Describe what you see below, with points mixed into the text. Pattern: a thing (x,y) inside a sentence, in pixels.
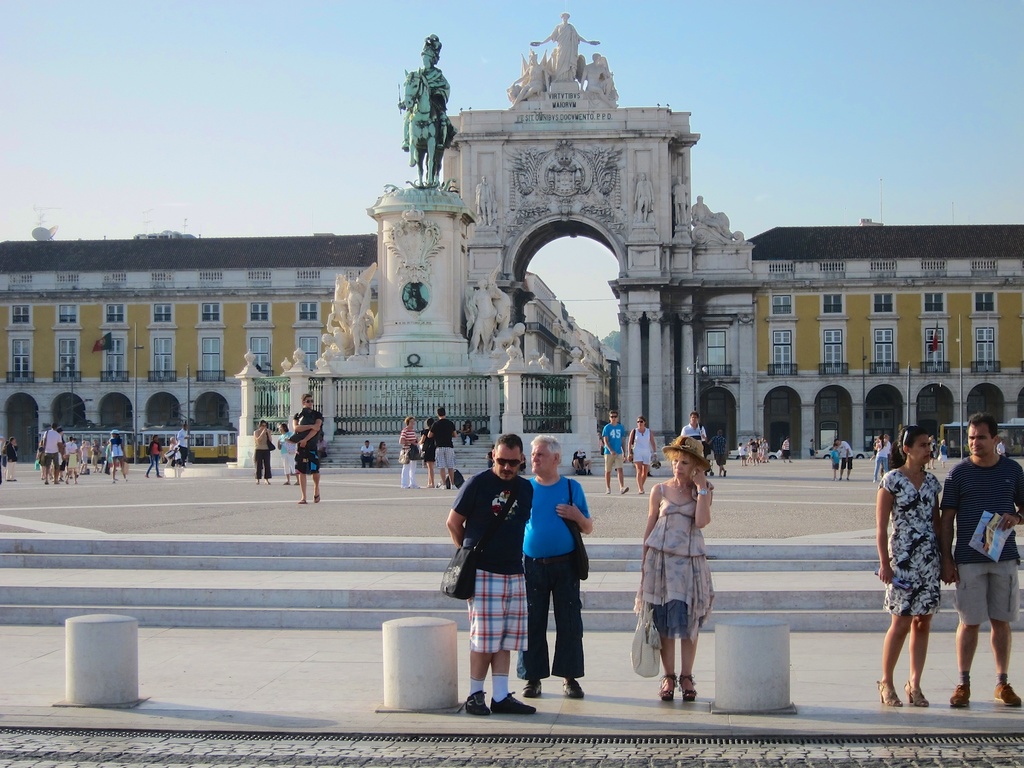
People (974,645) are standing. The person (679,625) at the center (681,479) is wearing a hat (695,452) and holding a bag (646,618). There are other people (450,426) and vehicles (964,437) at the back (307,426). There is a sculpture (443,344) at the center (368,407) back which has fence (403,407) at the bottom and there are buildings (10,322). There is sky (369,189) at the top (81,178).
